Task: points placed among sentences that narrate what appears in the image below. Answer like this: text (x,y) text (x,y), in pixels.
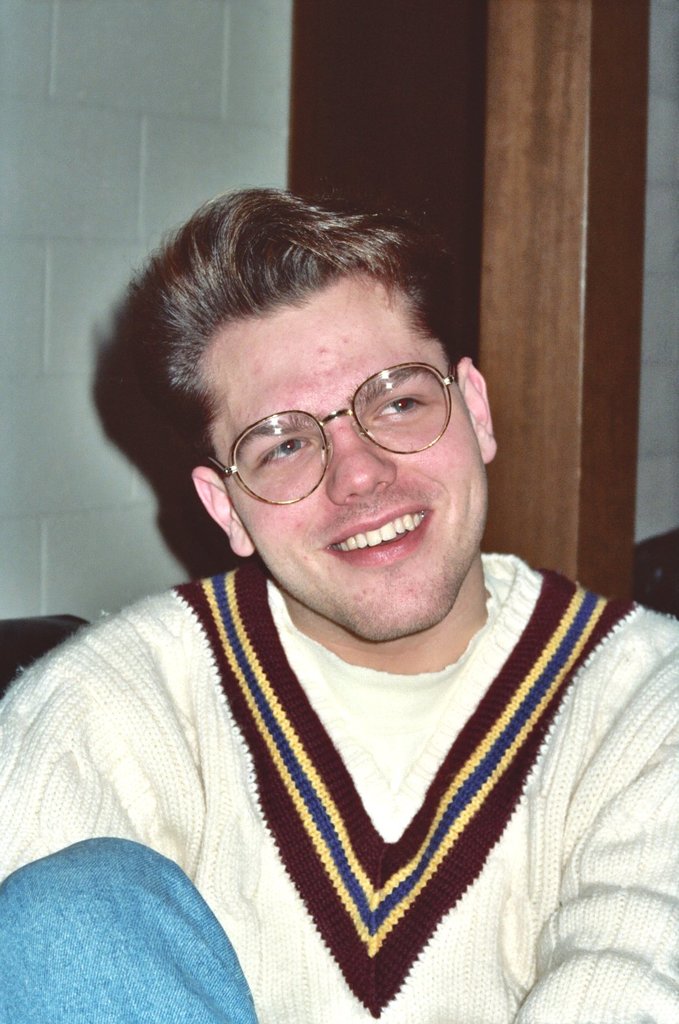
Here in this picture we can see a man (337,704) sitting over a place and we can see he is wearing spectacles (316,478) and smiling.
